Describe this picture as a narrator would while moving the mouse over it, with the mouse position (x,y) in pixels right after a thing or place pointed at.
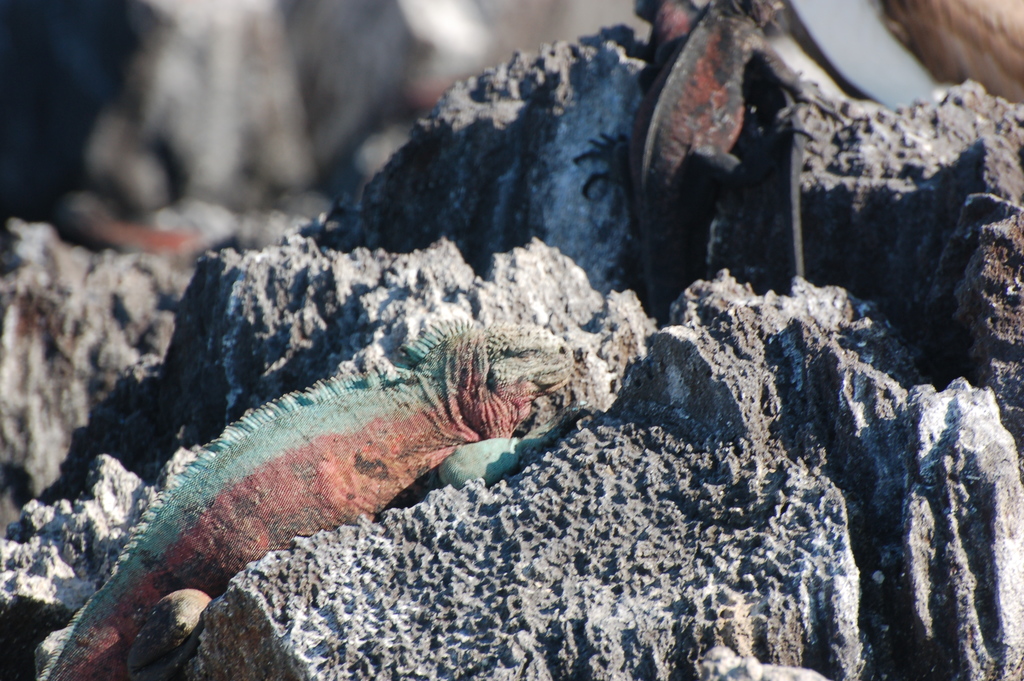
In this image we can see some iguanas (526,341) on the rock (528,285).
